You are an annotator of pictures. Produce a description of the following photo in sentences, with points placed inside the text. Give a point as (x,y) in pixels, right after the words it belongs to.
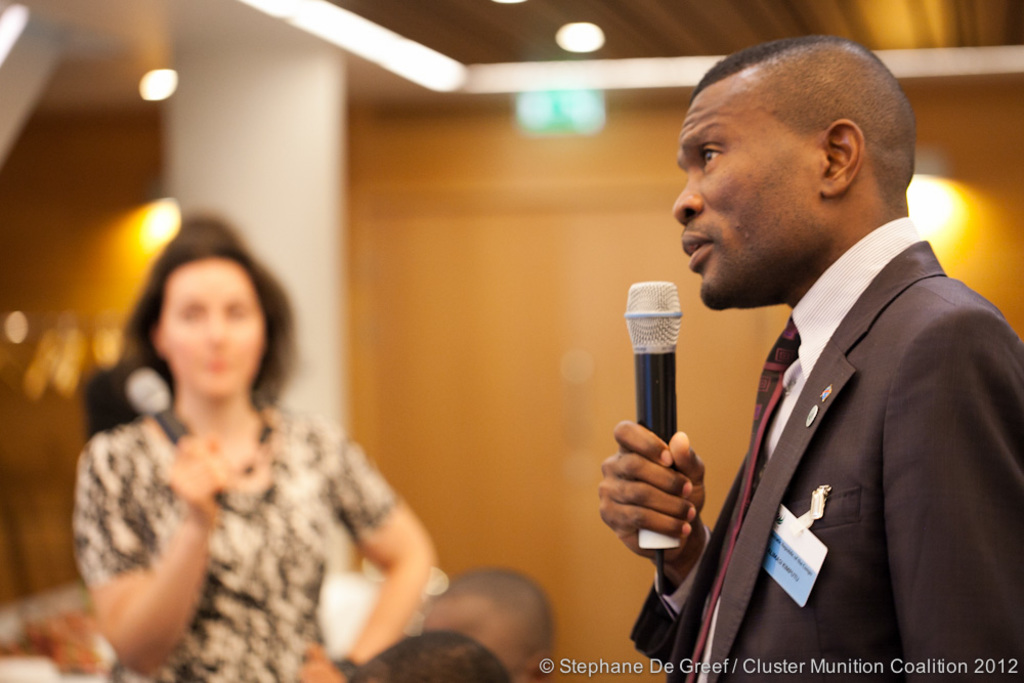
These two persons (709,597) are standing and holding microphone (651,361). On the background (527,267) we can see wall (479,334), pillar (294,87). On the top (439,54) we can see lights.
